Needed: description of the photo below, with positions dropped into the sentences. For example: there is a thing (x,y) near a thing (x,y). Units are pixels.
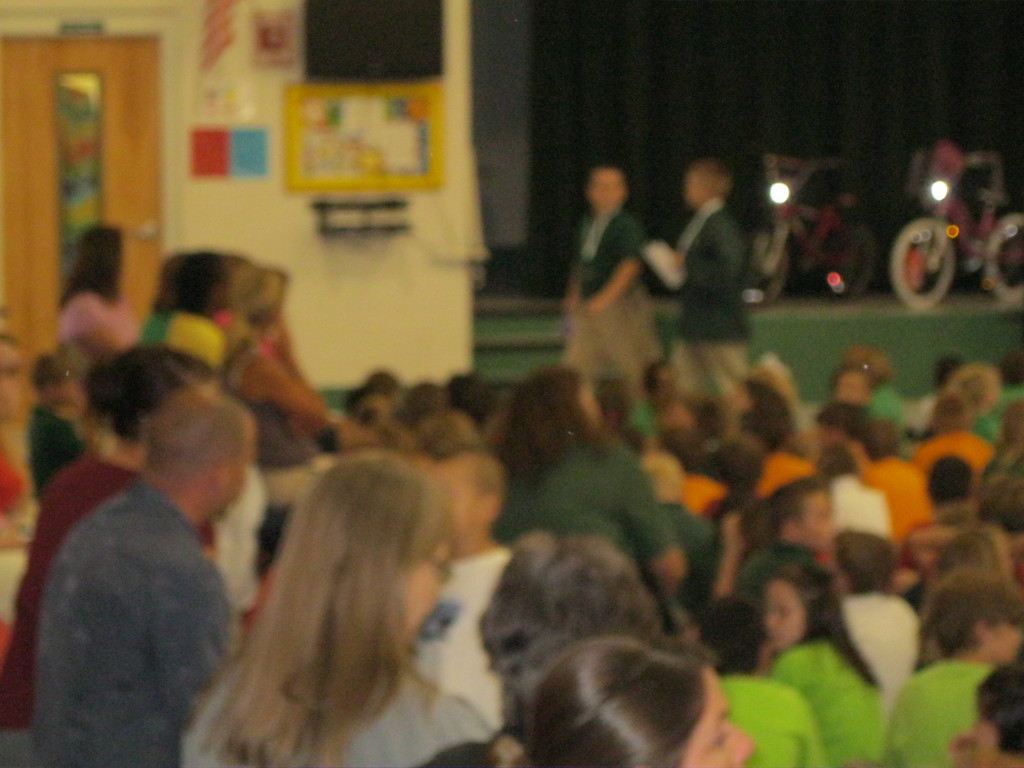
This image is taken indoors. In the background (272,204) there is a wall (279,190) with a door (123,173) and there are a few picture frames (290,137) and paintings (274,63) on the wall (254,78). There is a television (374,34) on the wall (402,290). On the right side of the image (795,298) there is a dais (814,341) and there are two bicycles (844,221) on the dais (900,305). In the middle of the image (576,409) many people (610,582) are sitting and two kids (691,289) are standing.
